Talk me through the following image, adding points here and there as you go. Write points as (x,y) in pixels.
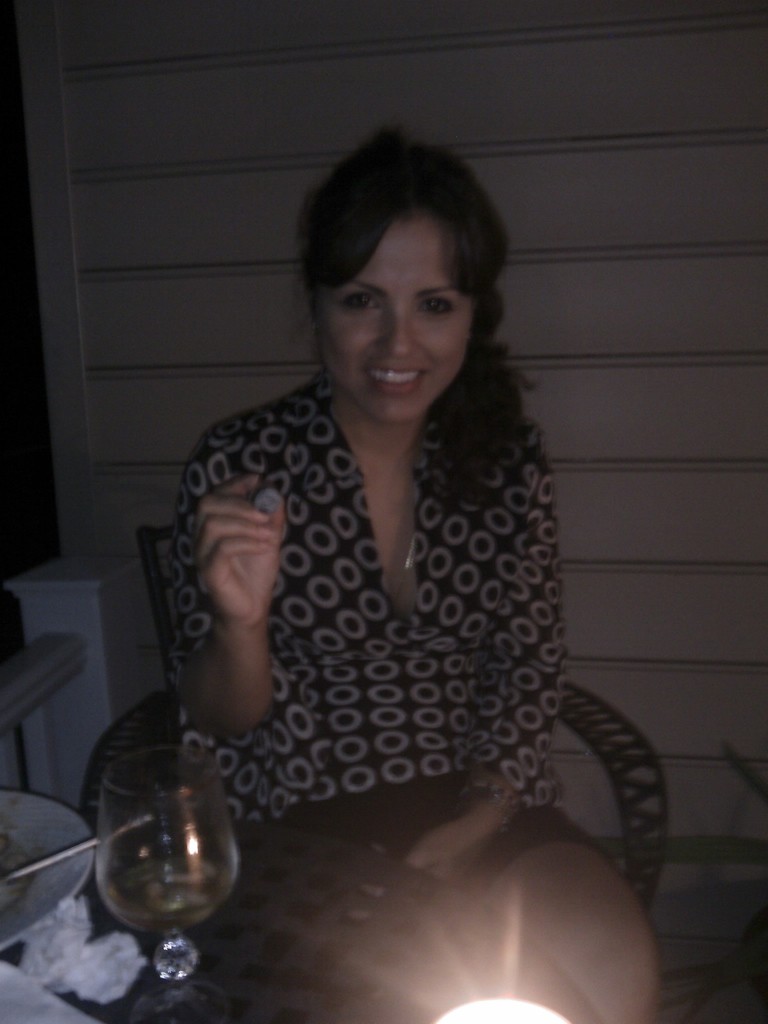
In this image there is a woman (403,614) sitting on chair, in front of her there is a table (311,928), on that table (230,912) there is a glass (195,884) and a plate (11,892), in the background (547,22) there is a wall (716,743).
